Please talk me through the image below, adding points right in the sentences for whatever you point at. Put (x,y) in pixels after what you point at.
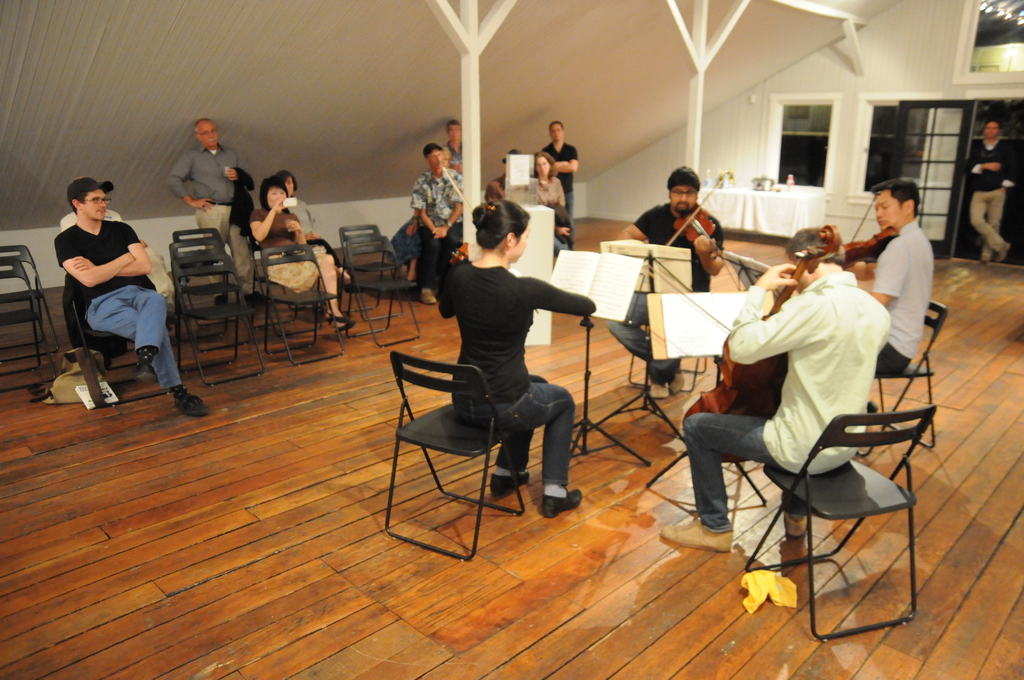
This image is clicked in a room (279,122). There are so many chairs (481,429) in this room (601,551) and there are book stands (683,257). People (660,383) are sitting on chairs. There is a person (978,157) on the right side (980,222) near the door (921,177). There are windows (816,145) on the right side (810,171). The persons (828,268) who are in the middle (546,295) are playing musical instruments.
